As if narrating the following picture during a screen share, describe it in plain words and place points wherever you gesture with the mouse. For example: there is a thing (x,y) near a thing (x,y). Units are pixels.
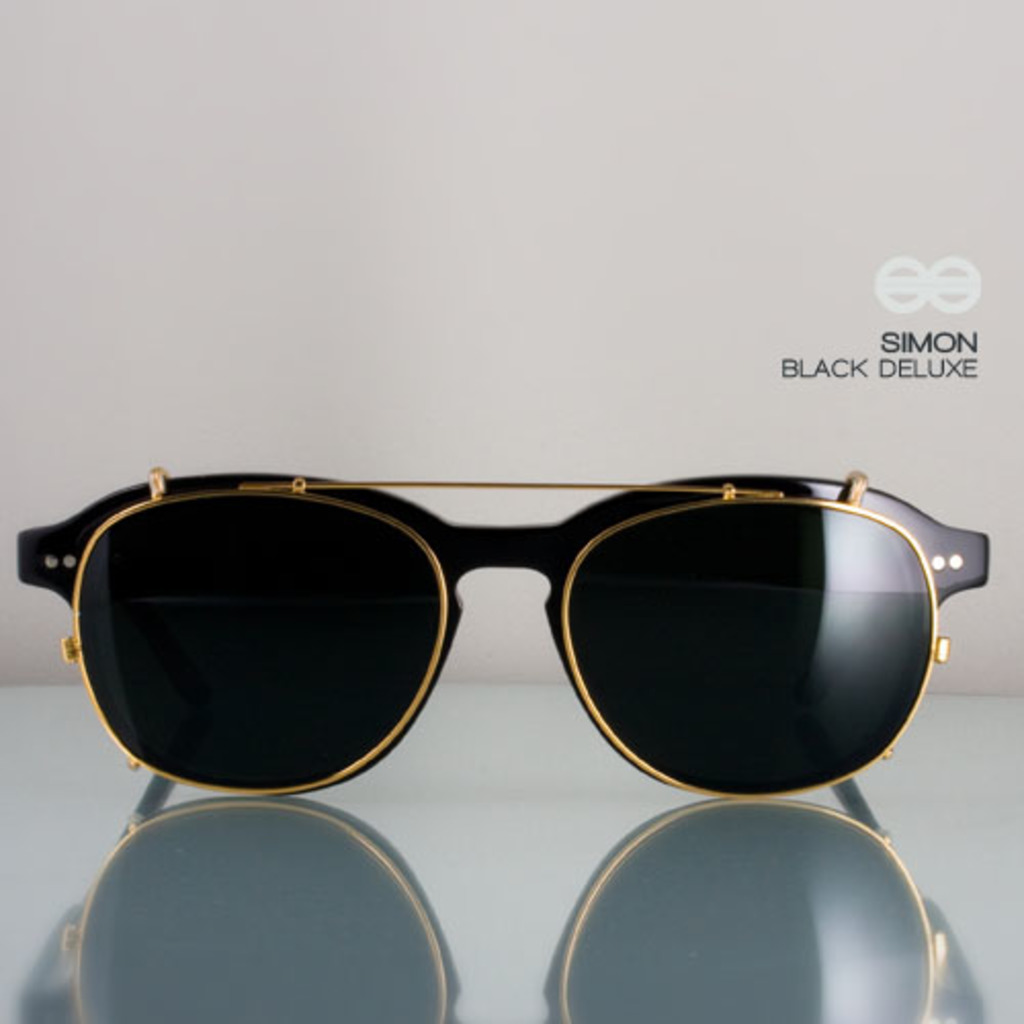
In this picture we can see the black sunglasses (297,755) placed on the glass table (441,862). Behind there is a white background (417,376). On the right side of the image (961,290) we can see the small water mark (885,360).
